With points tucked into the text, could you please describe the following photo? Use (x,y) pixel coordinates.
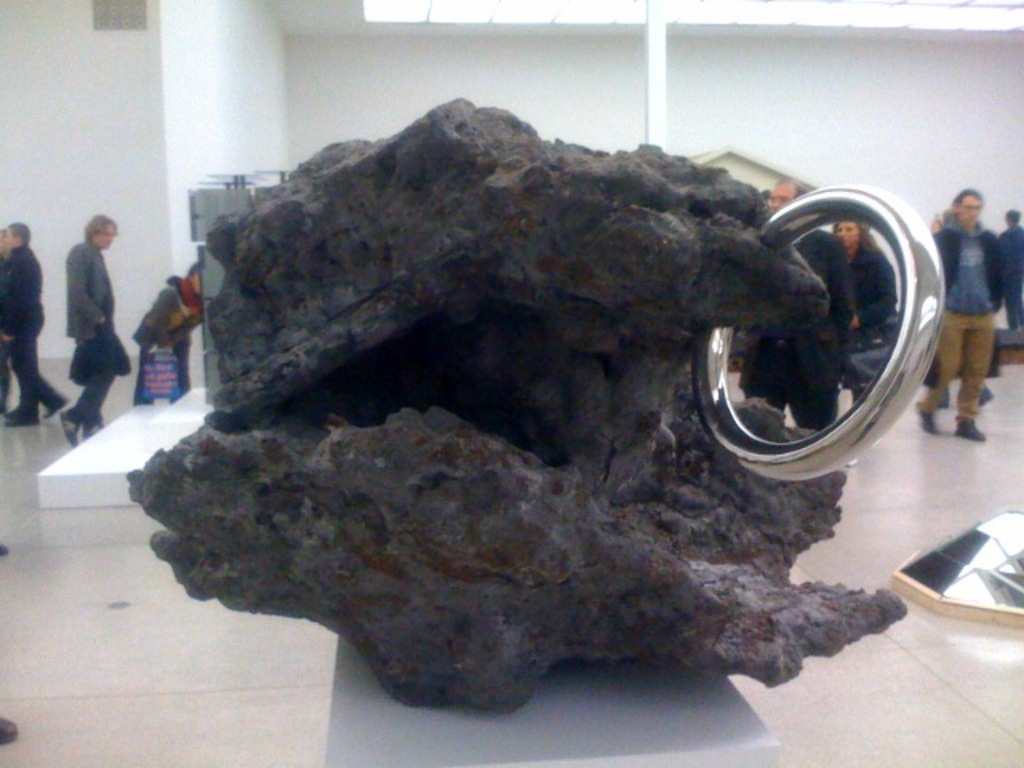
In the foreground (567,200) there is a sculpture like object (525,404). In the middle of the picture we can see lot of people (109,239), pole (660,80), floor (22,466) and white platform (171,431). In the background (493,79) it is wall (591,82). At the top (462,15) we can see light (574,6) and ceiling (401,21).
